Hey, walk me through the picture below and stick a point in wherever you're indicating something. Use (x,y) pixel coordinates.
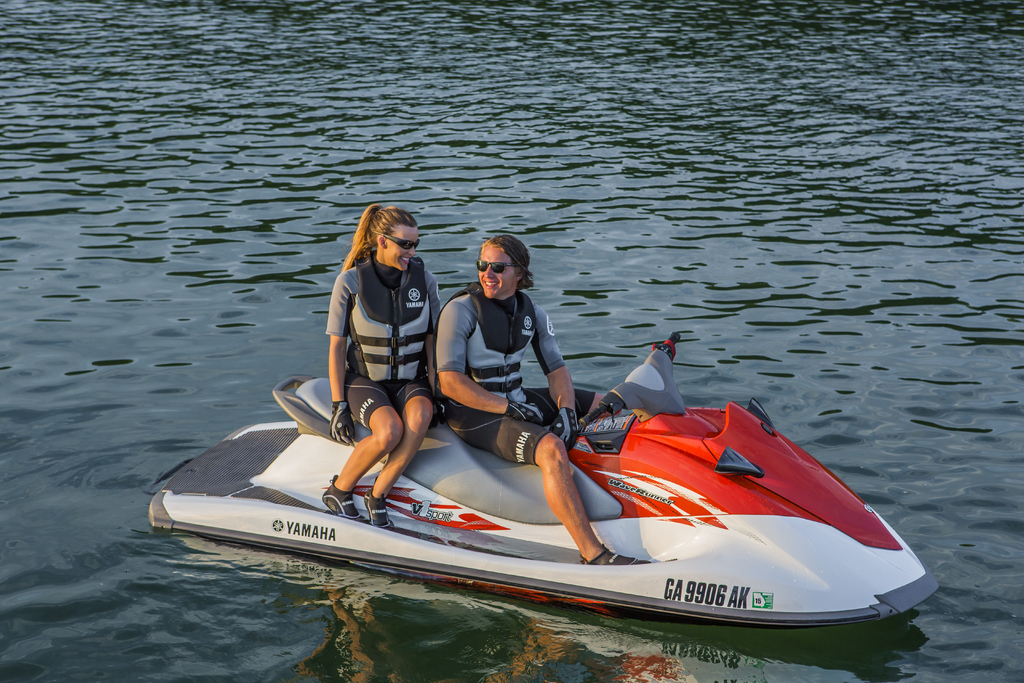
In this image I can see water (982,274) and in it I can see a red and white colour jet ski (657,503). Here I can see something is written and I can see two persons (556,415) are sitting over here. I can see they both are wearing shades (408,246), same colour of dress (374,400), gloves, shoes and life jackets (408,314). I can also see smile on their faces (501,255).
